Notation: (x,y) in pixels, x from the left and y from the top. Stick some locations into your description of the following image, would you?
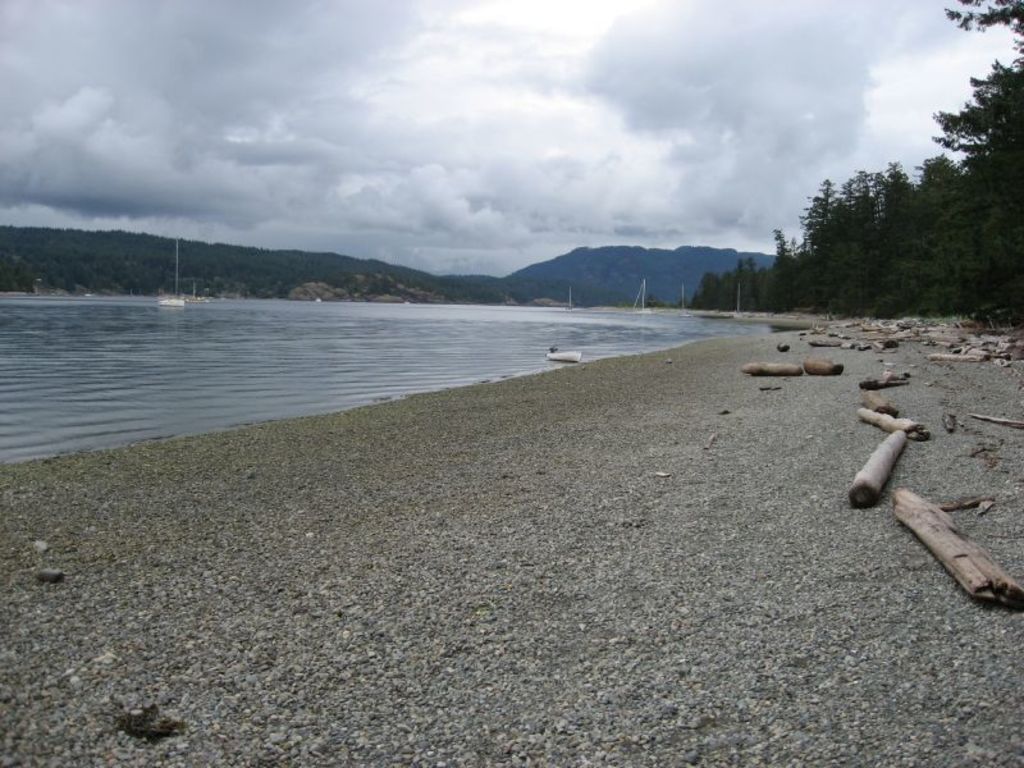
In this image I can see the sticks (876,466) on the stones (722,591). To the side of the ground (392,448) I can see the water (329,339). In the background (167,284) I can see the trees (515,295), mountains (168,285), clouds (307,148) and the sky (307,148).
